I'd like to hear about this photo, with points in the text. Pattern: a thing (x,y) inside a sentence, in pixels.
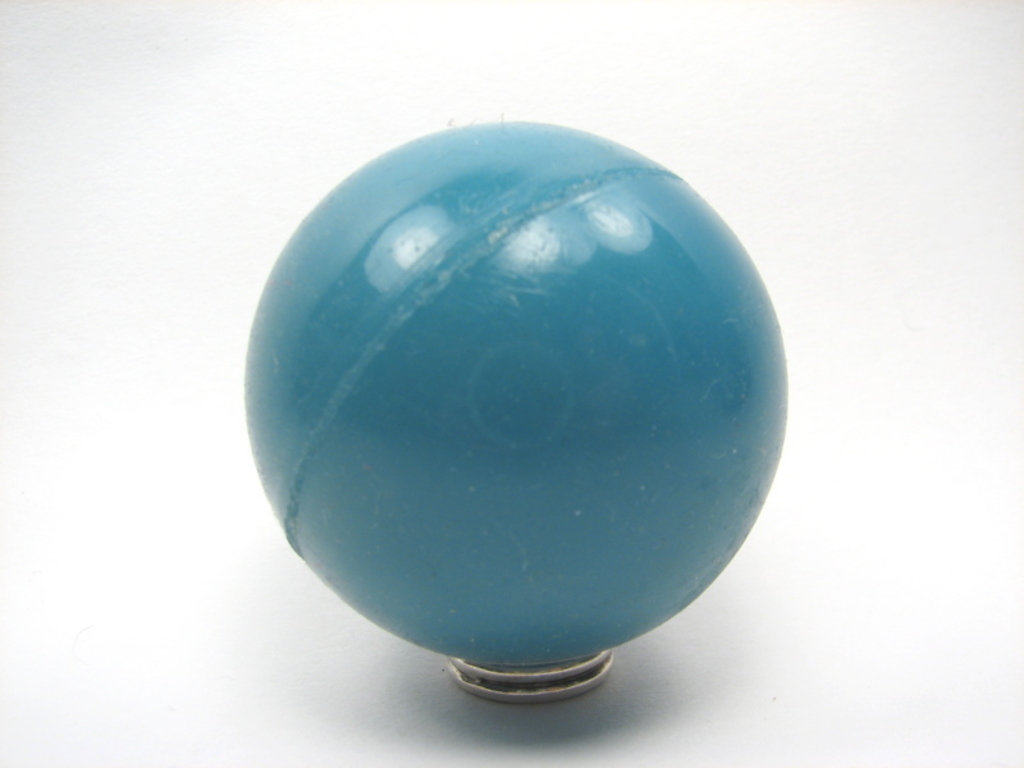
In the center of the image (356,333) we can see a ball (455,544) placed on the table (400,724).
